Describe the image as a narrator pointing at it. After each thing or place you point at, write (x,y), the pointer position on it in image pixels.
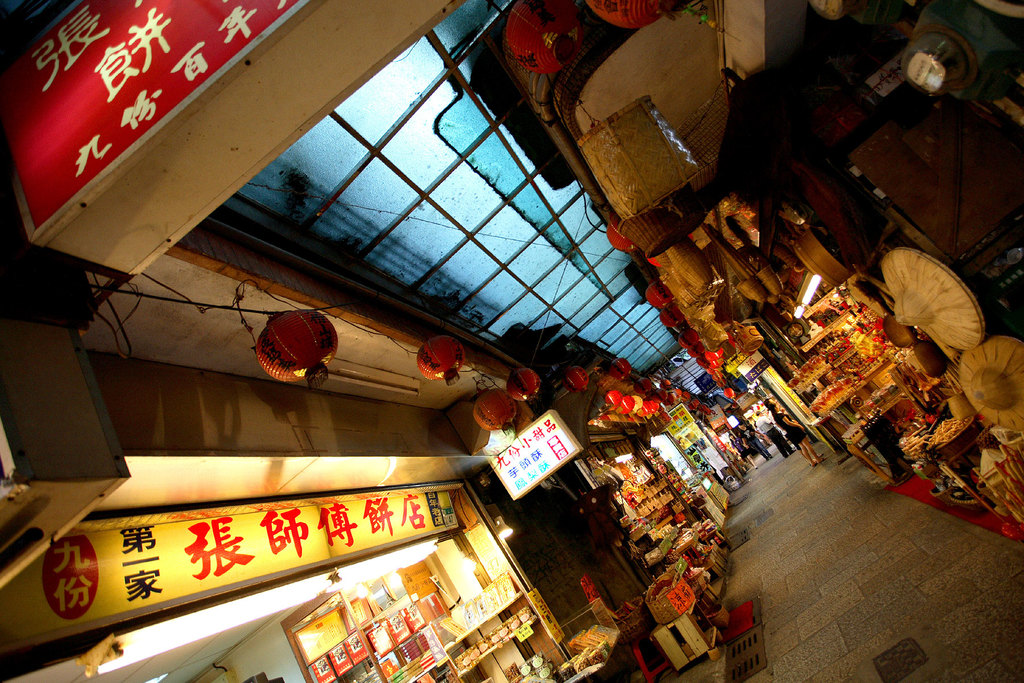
On the right (979,379) there are shops (862,337), in the shops (881,335) there are caps (935,259), baskets (771,296), toys (844,365), lights (798,312) and various objects (852,429). In the center of the picture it is path (783,485), on the path (851,601) there are people (752,428). On the left (326,310) there are shops (439,563), in the shops (474,518) there are books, boards (576,444), boxes (686,540), decorative items (626,489) and various objects (480,643). At the top (402,212) it is ceiling (453,173).
